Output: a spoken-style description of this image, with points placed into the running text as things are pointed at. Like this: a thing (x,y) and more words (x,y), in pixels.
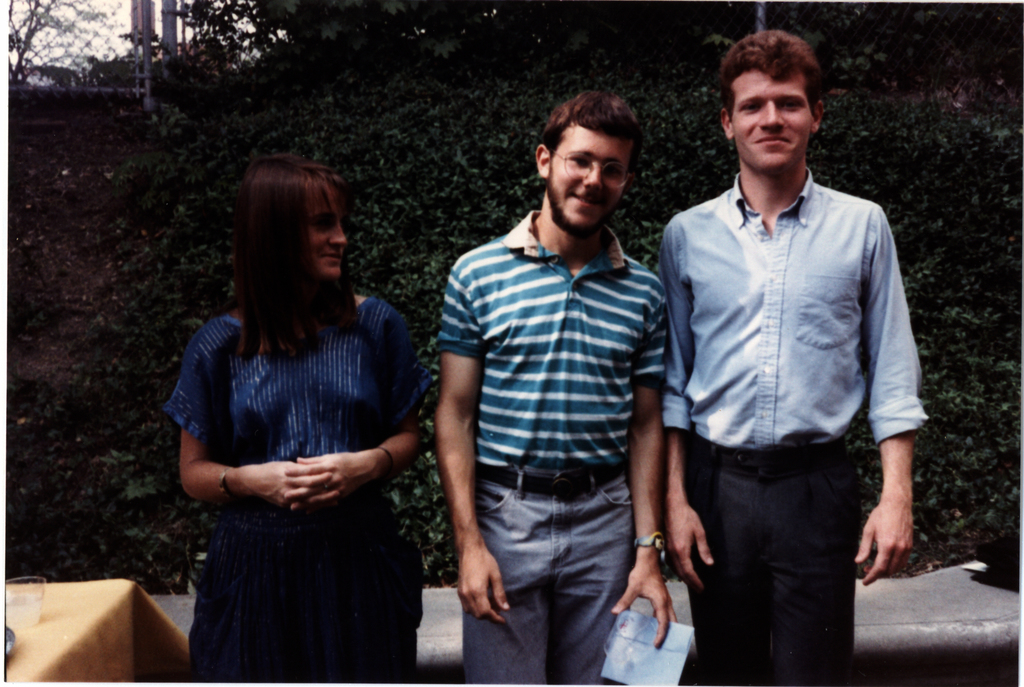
Here I can see two men (637,322) and a woman (322,372) are standing. The two men (581,241) are smiling and giving pose for the picture and the woman (288,405) is looking at these men (520,324). On the left side (75,624) there is a table (117,632) which is covered with a cloth (80,649). On the table (42,621) there are few objects (24,592). In the background (234,153) there are some plants (237,155).
